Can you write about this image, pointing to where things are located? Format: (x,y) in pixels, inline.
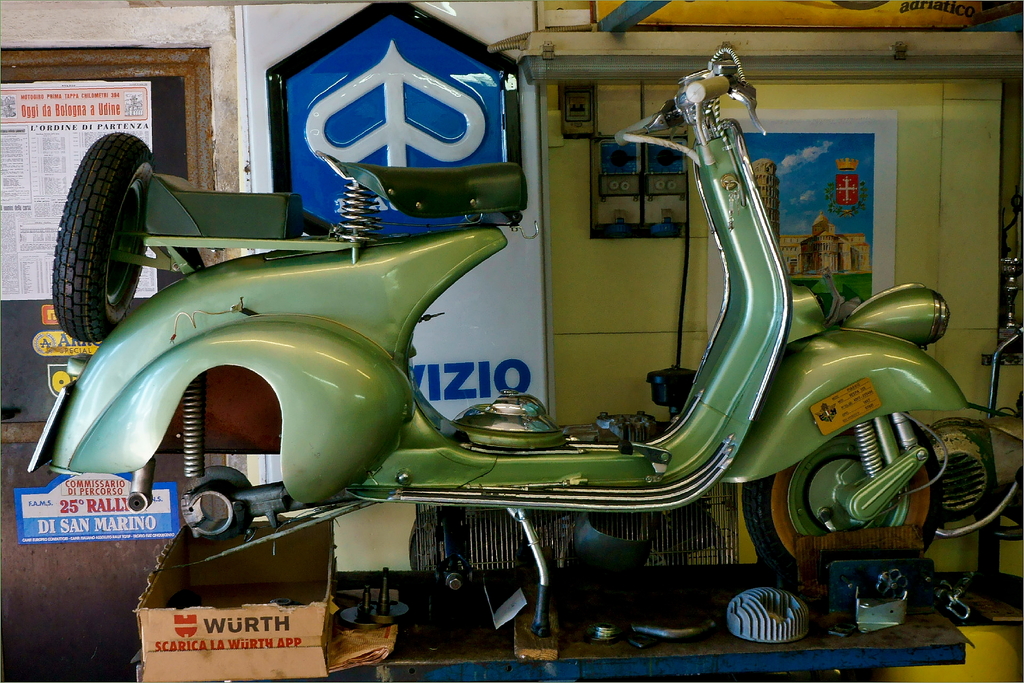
In the picture there is a scooter (422,463) kept on a table (494,632) and beside the scooter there are some objects (879,607) and a box (282,595) is also kept, in the background (364,42) there is a banner (509,305) in front of the wall (226,107) and beside that banner (274,103) there is a poster (72,90) stick to the window (200,101) and on the right side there is some electric object (597,158) fit to the wall (567,233) and beside that there is another poster (770,187).
